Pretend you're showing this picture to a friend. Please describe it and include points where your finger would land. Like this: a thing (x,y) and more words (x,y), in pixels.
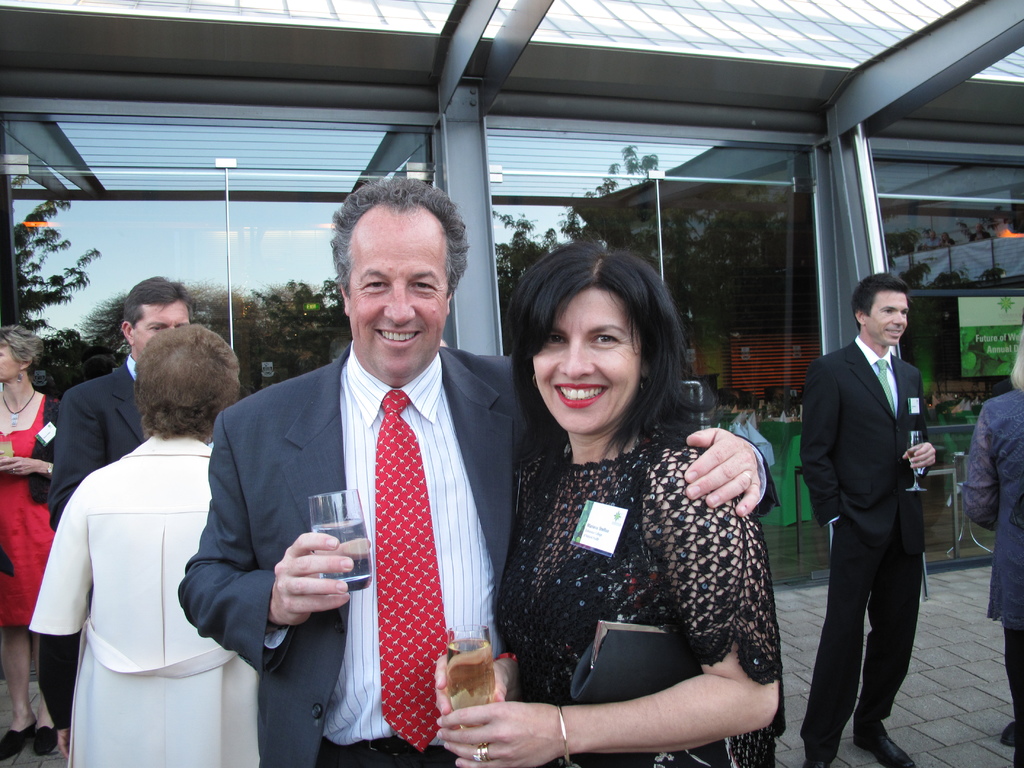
In this image we can see the people (508,496) standing on the ground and holding glasses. In the background (341,185), we can see the windows (684,241) and board (973,340) with text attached to the window (974,386). And we can see the reflection (299,315) of trees (334,318) on the window (728,324).
